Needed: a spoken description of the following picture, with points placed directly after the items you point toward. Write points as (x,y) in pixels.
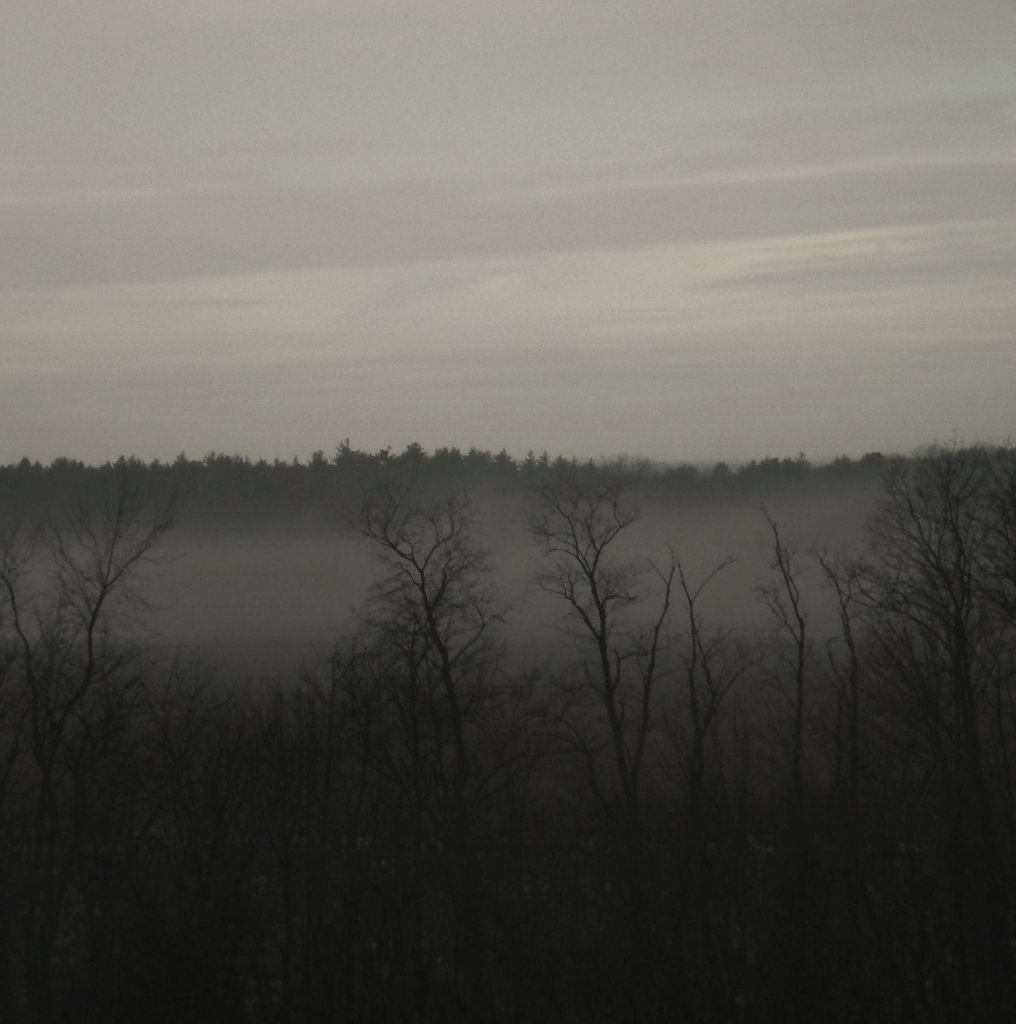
In this image I can see trees (606,592). In the background (498,178) I can see the sky (457,154).
